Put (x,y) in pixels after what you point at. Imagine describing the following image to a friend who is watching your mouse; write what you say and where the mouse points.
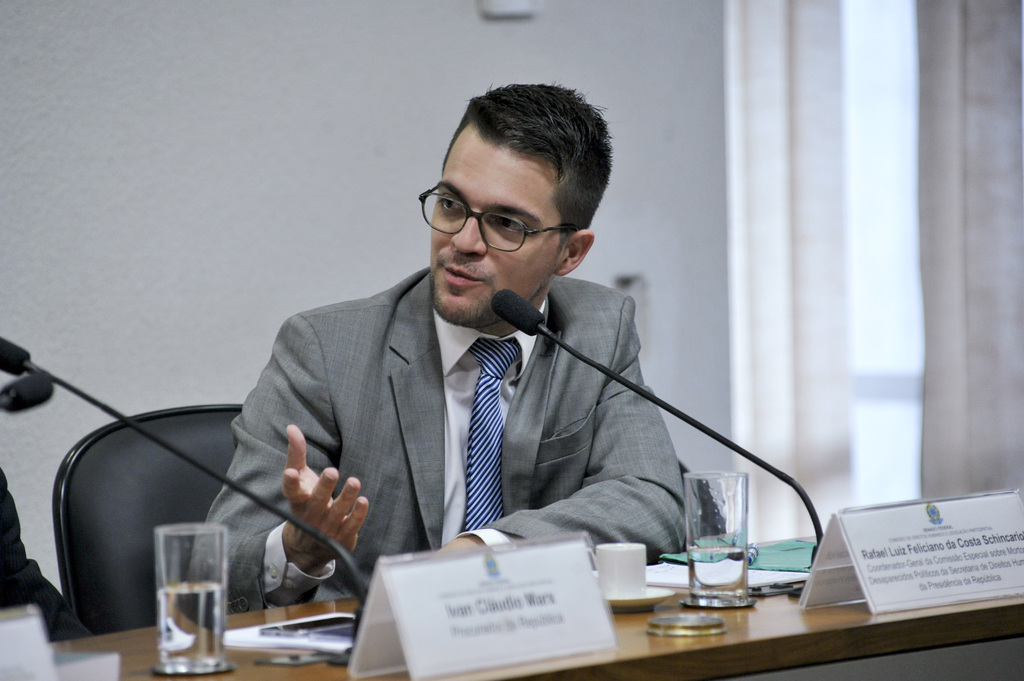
Here we can see a man (460,458) sitting on the chair (185,503). He is in a suit (394,517) and he has spectacles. This is a table (649,635). On the table (649,635) there are glasses (220,626), cup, papers (669,563), boards (1011,589), and mike's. In the background (330,295) we can see wall (649,155).
